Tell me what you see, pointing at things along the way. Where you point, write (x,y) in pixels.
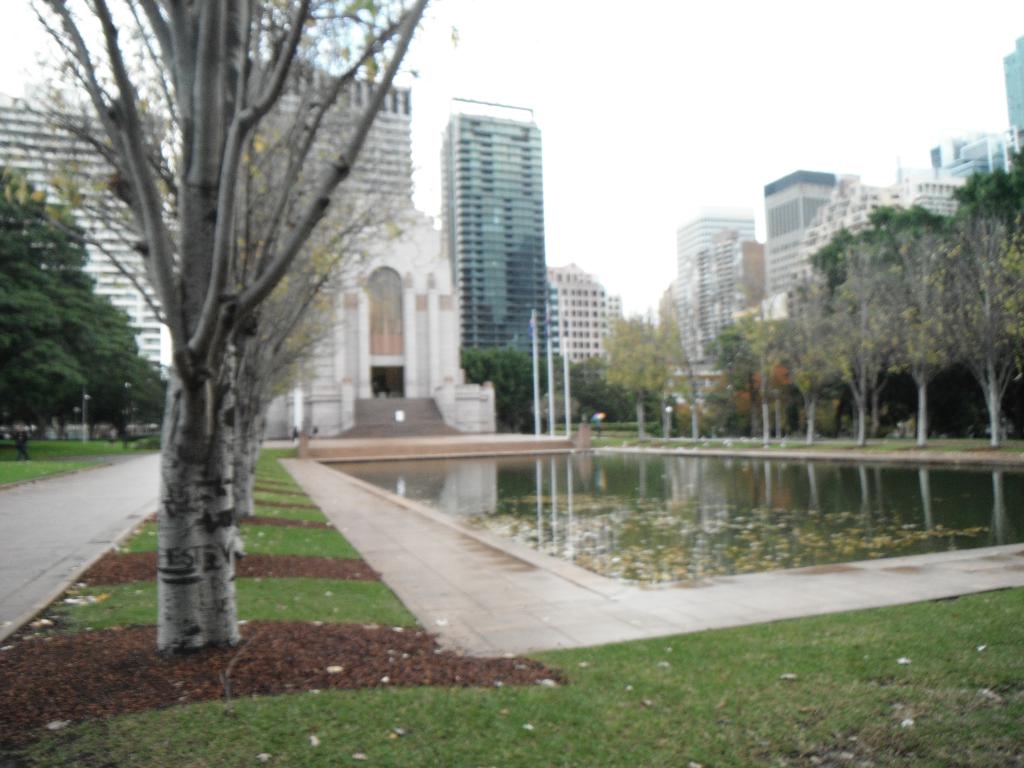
In this picture I can see water (639,470), there are trees (627,360), poles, there is grass (527,748), there are buildings (766,295), and in the background (685,97) there is the sky (566,14).
